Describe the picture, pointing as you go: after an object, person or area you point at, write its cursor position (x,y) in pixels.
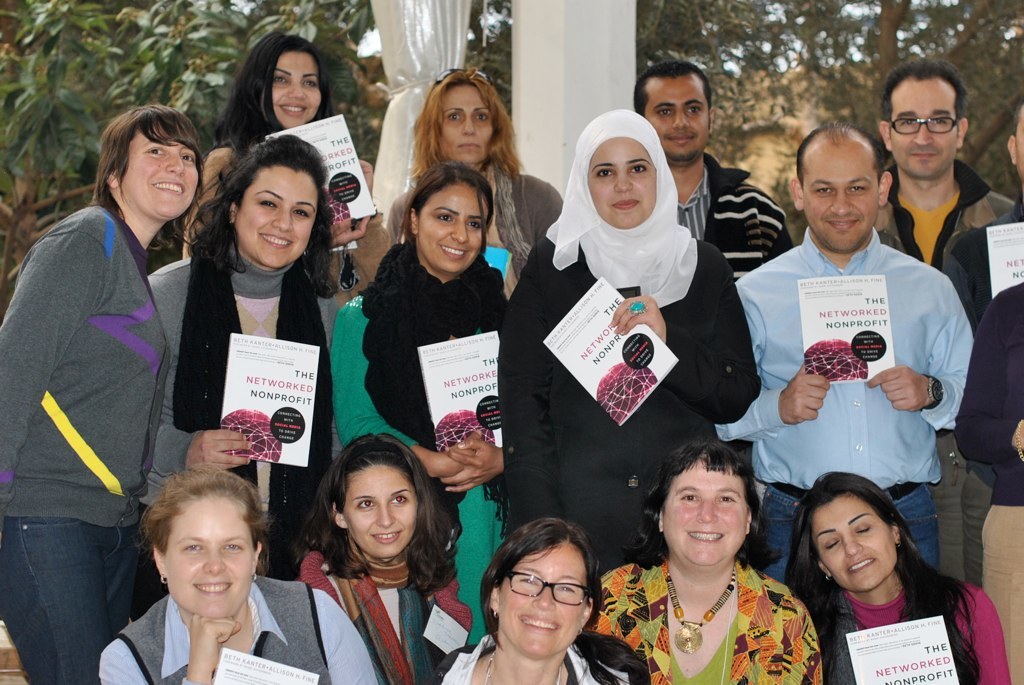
In this image there are group of people (114,451) holding books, and at the background (353,23) there is a curtain (386,34), pillar (542,62), trees (655,44), sky (853,14).
